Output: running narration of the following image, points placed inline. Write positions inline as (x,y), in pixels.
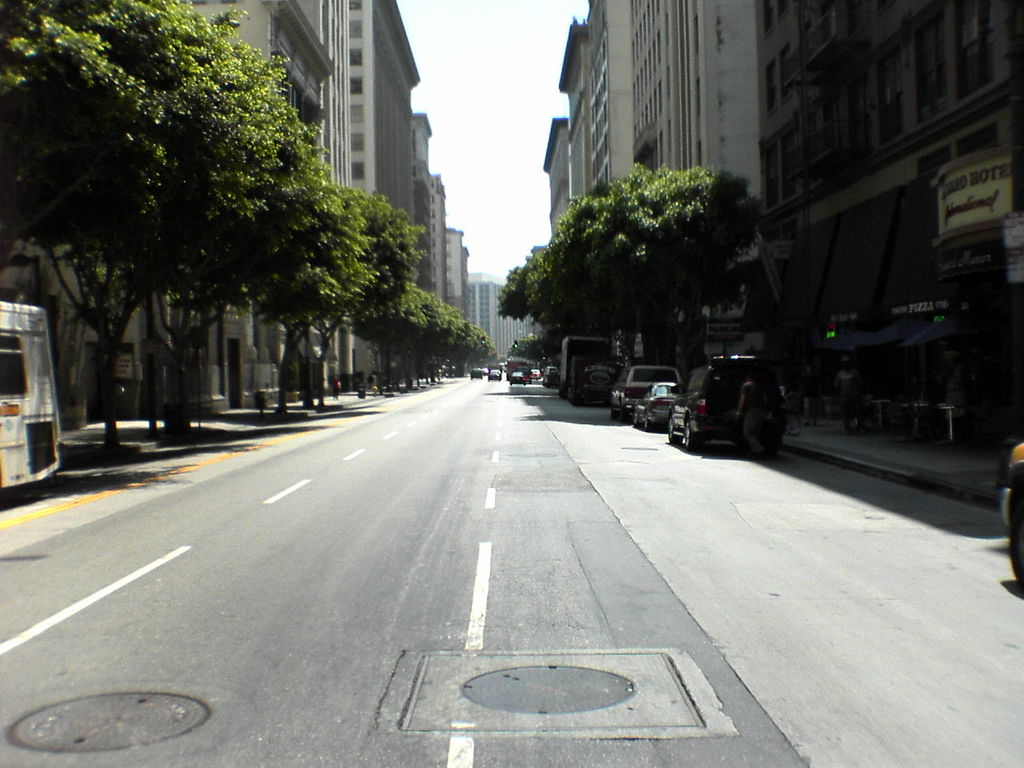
In this image we can see a few buildings (51,316), there are some trees (278,245), vehicles (615,408), windows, persons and some other objects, in the background (551,98), we can see the sky (540,72).
